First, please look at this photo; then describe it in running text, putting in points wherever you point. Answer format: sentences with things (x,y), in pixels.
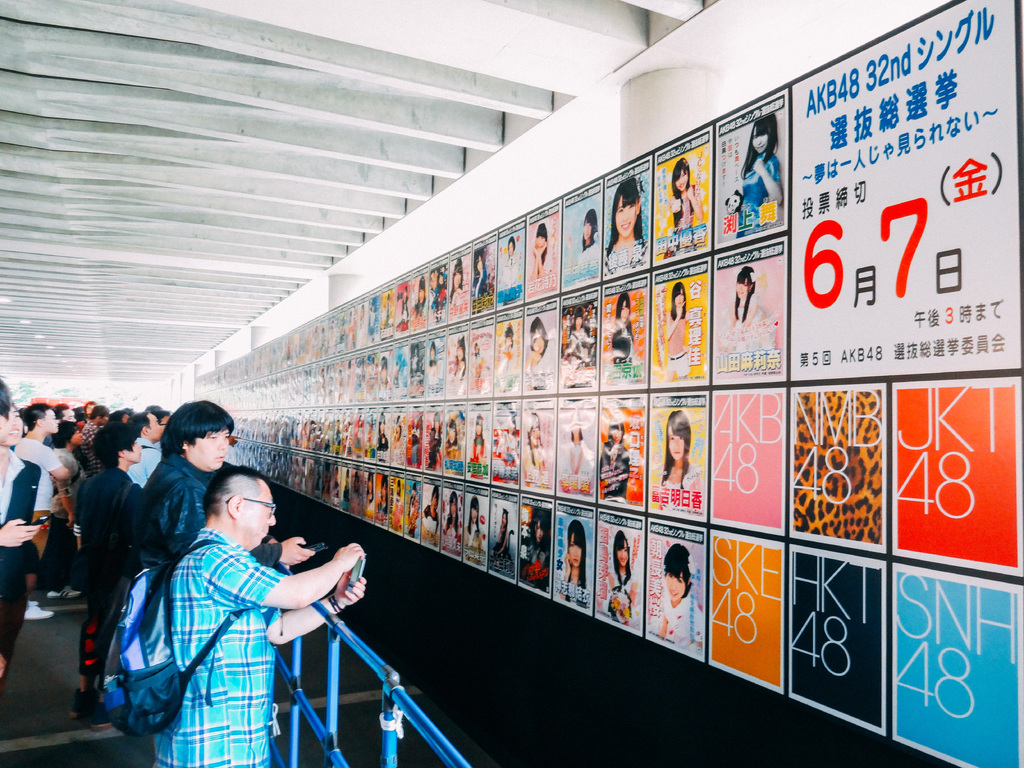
In this image there is a poster (738,408) with photos (660,229), numbers (844,100) and some letters (871,147) on it, which is on the wall (456,187), and at the background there are group of people (178,523) standing, iron rods (292,675), lights (11,301).
